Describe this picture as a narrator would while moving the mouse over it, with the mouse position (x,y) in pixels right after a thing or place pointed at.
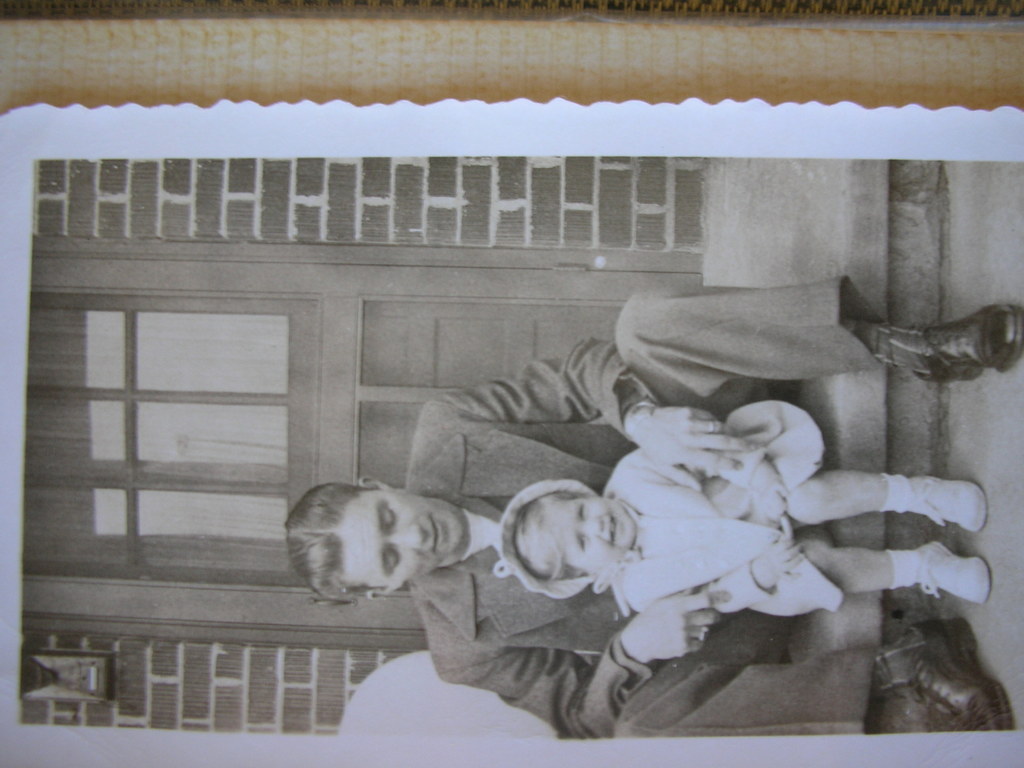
The picture consists of a photo frame (555,623). In the photo there is a man (808,704) and a kid (800,559) sitting on staircase (912,390), behind them there is a brick wall (262,681) and door (211,368).
